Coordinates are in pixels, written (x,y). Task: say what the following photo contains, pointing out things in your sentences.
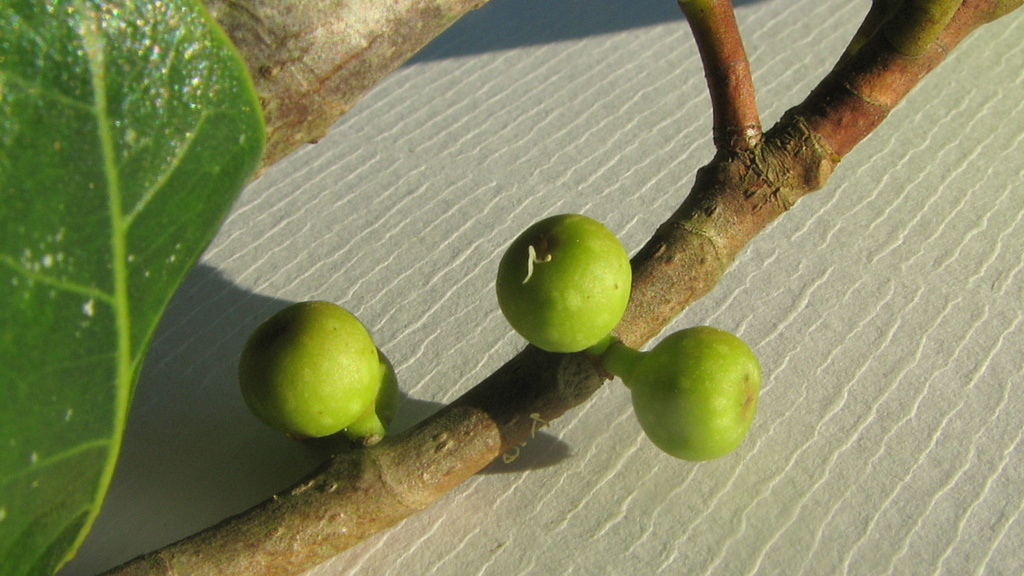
This picture shows a tree branch (639,322) with a leaf (53,401) and we see fruits (314,381) to it.
